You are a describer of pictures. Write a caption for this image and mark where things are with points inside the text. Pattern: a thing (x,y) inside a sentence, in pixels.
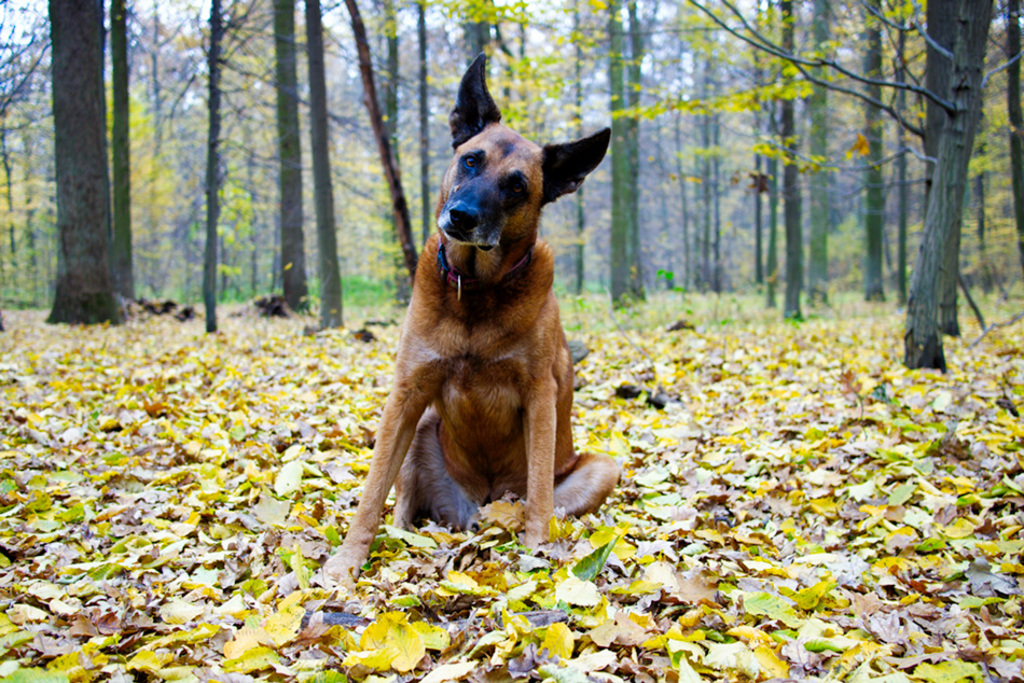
In this image there is a dog (554,476) sitting on the ground (532,583). There is a belt (446,267) around the neck (514,253) of the dog (443,286). There are dried leaves (204,460) on the ground (732,426). Behind it there are trees (621,75). In the background (342,277) there are plants (354,280) on the ground (664,296). At the top (149,6) there is the sky (164,16).
